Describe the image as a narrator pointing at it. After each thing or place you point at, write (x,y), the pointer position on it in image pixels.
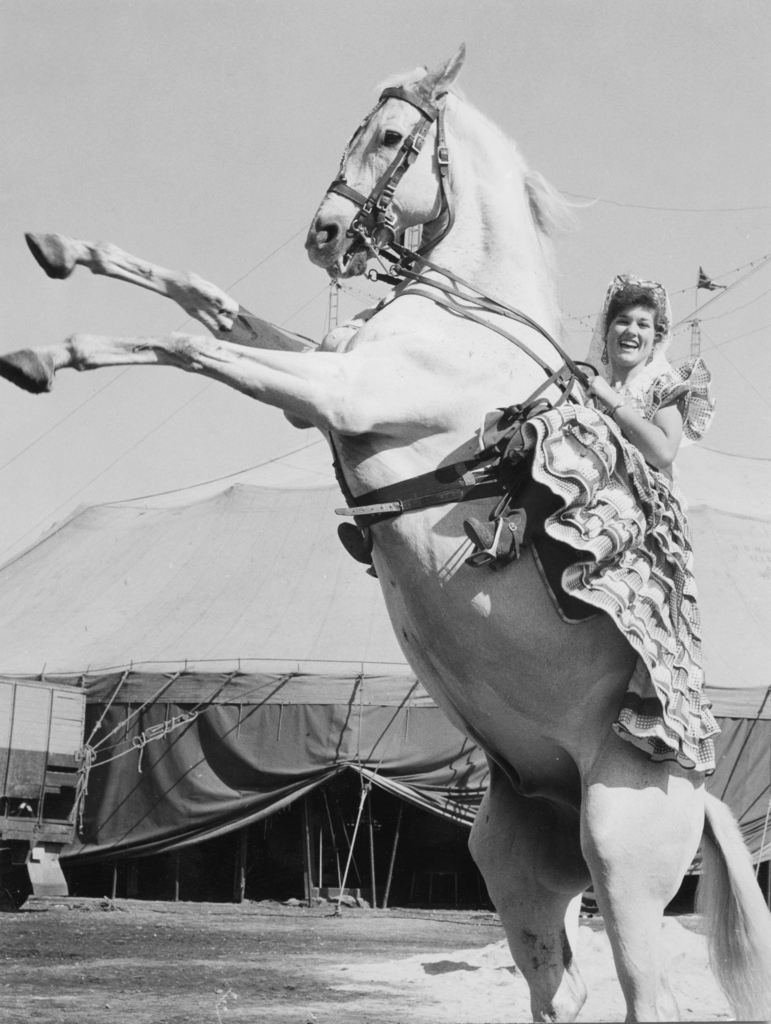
In the center (468,579) we can see woman (625,401) she is laughing and she is sitting on horse (427,400). And coming to back we can see sky (291,251) and tent (216,698).
